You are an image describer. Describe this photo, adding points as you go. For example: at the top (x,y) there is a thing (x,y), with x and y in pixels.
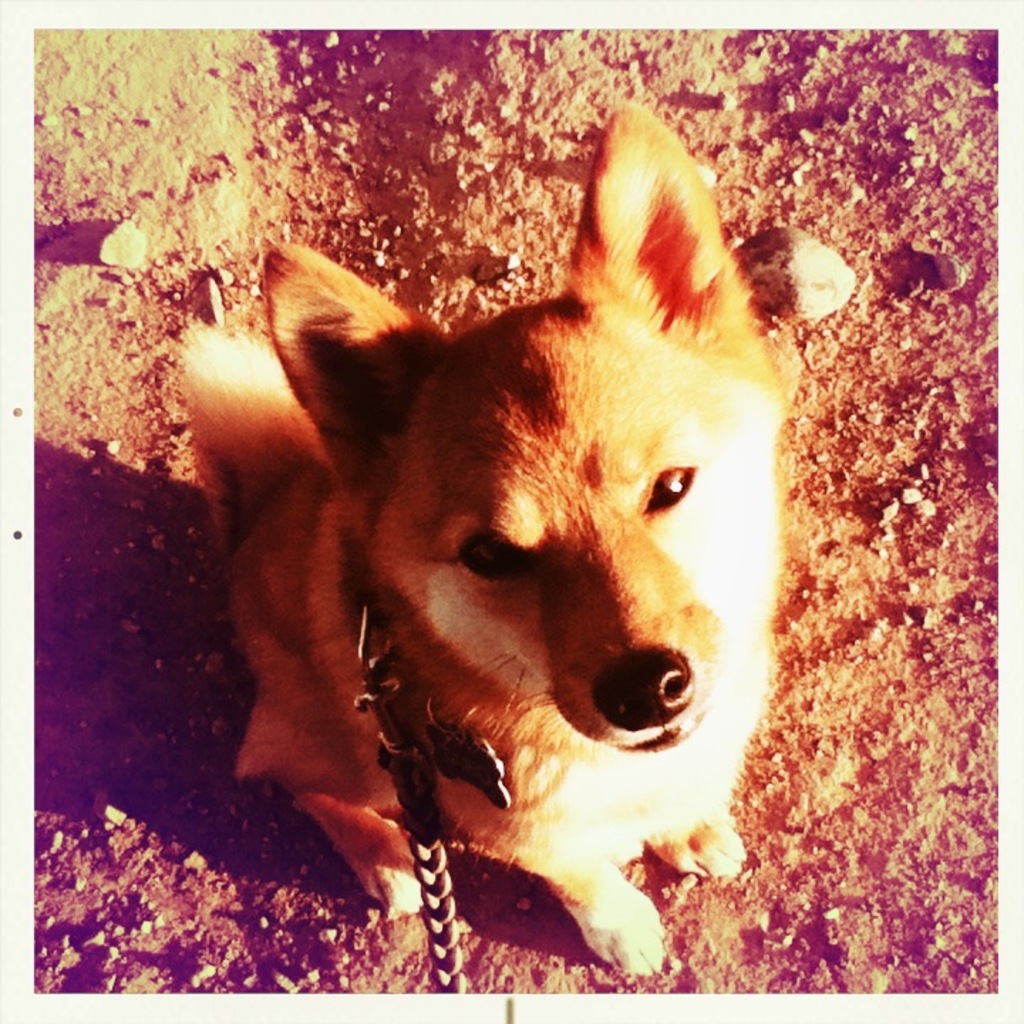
In this picture we can see a dog (464,551), and it is tied with a chain (421,789).
